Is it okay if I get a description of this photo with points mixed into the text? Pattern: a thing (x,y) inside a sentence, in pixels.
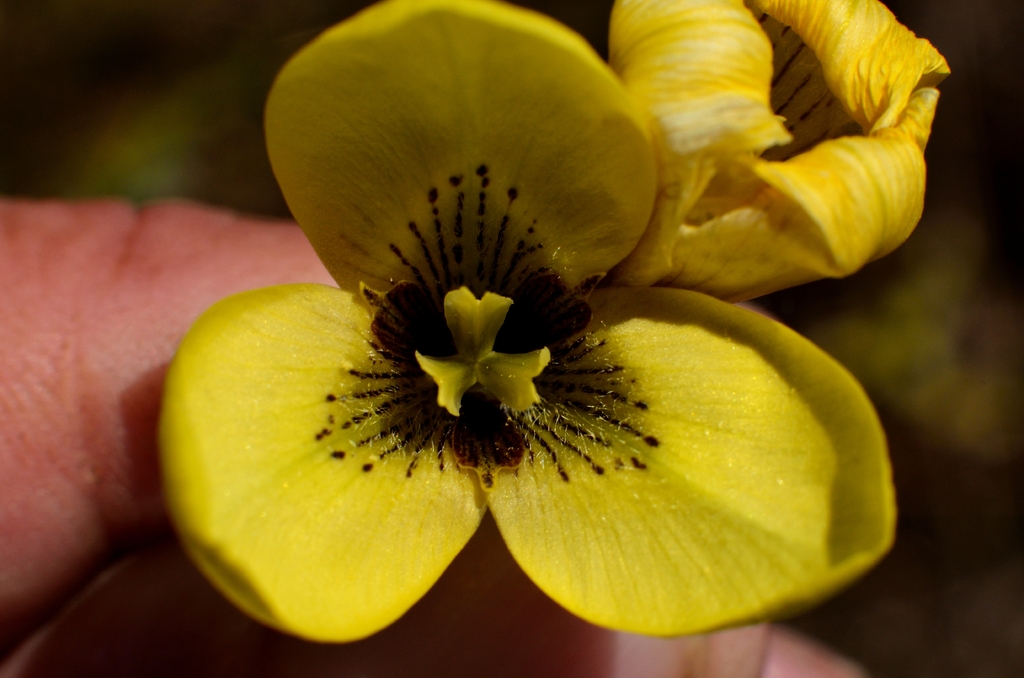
This picture shows a human hand (546,605) holding couple of flowers (633,267). They are yellow in color.
